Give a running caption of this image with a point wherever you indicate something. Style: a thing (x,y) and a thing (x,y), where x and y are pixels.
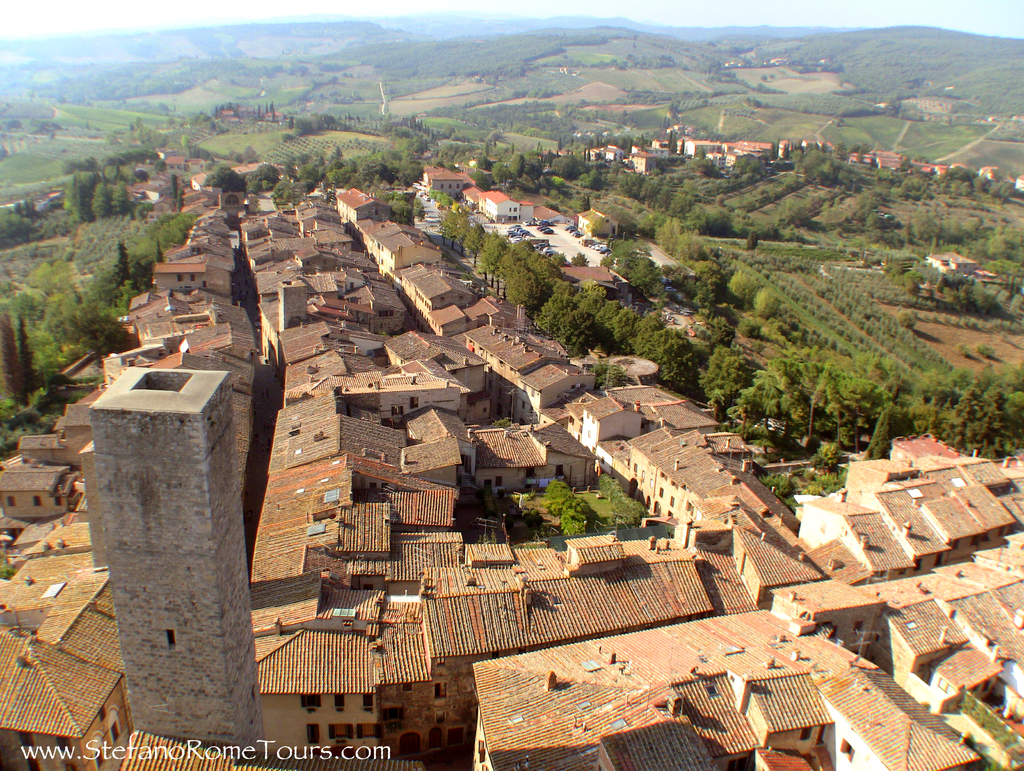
In this picture we can see so many buildings (524,424), trees (673,366) and hills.
